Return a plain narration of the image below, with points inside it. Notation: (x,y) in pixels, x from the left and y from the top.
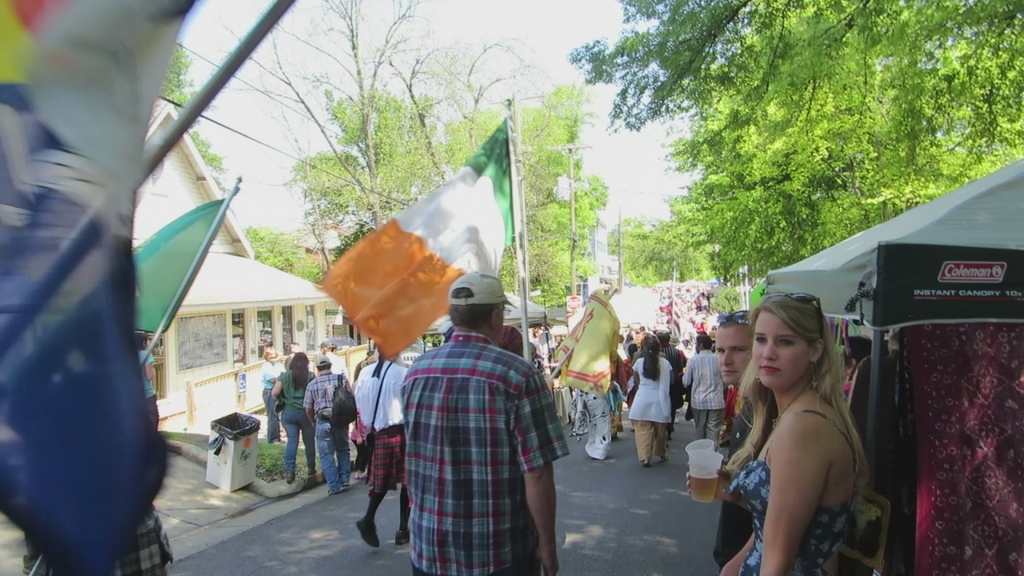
In this image we can see few people (442,435) on the road (579,524), some of them are holding flags (504,175), two person (733,377) standing near the stall (899,383) and holding glasses (706,469) with drink (713,486), there are few trees (536,123), buildings (605,266), wires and the sky (556,74) in the background (604,178).
